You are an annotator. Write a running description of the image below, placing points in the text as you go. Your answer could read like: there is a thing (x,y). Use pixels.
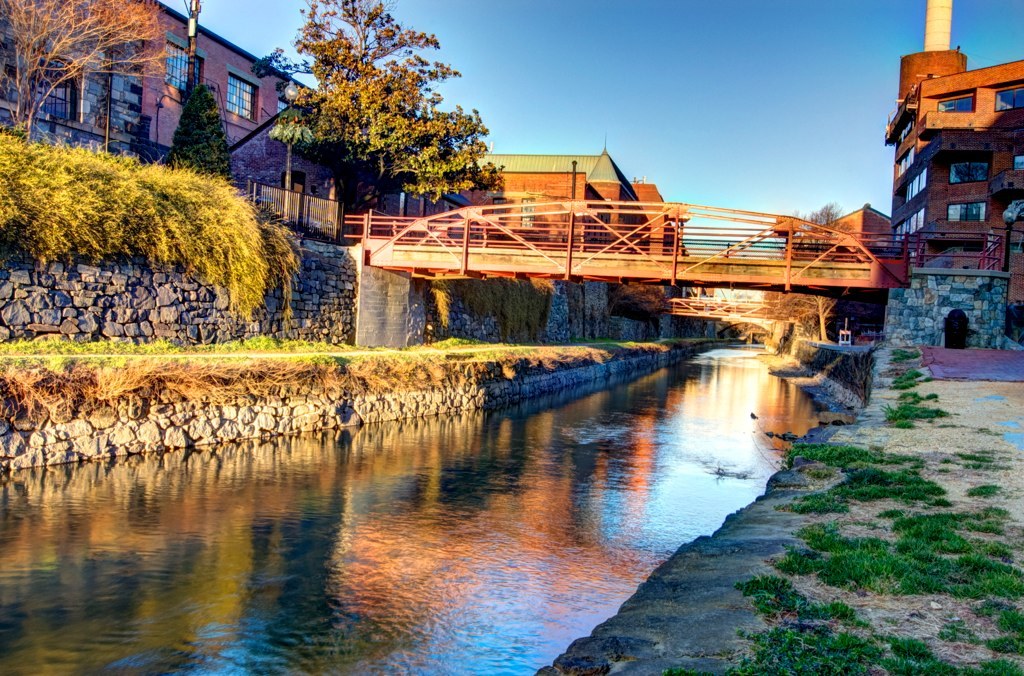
In the foreground of the picture (742,439) we can see grass (923,489), canal (358,481), plants (52,255) and wall (88,262). In the middle of the picture (552,276) there are buildings (989,185), trees (34,12), bridges (381,278) and other objects (984,262). At the top (631,88) it is sky (638,143).
